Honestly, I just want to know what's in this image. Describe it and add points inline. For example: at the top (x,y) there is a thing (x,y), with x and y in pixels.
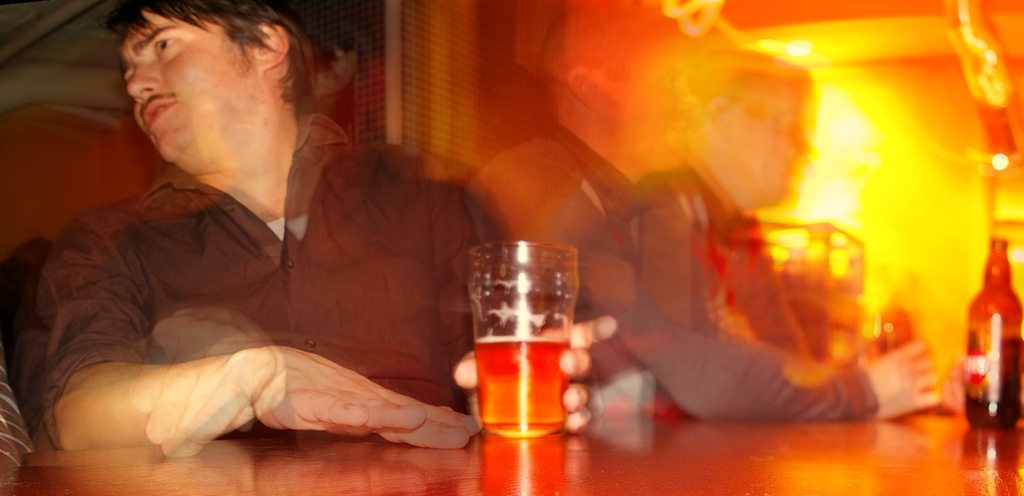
These persons (349,256) are sitting on a chair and holding glasses (901,343). On this table (750,436) there is a glass (540,375) and bottles (1006,359).
